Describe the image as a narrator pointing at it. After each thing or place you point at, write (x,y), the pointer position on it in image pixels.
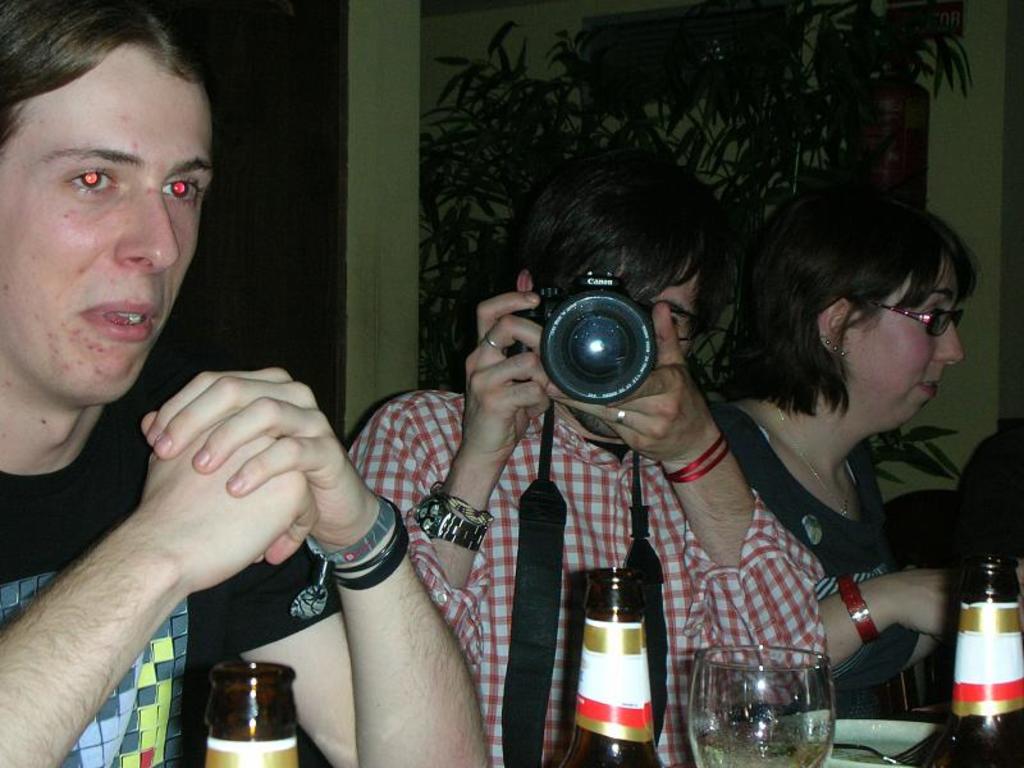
On the background (567,63) we can see wall (243,144), plant (731,109). Here we can see one person (698,306) holding camera (543,327) in hands (527,372) and taking a snap. Aside to this person (596,423) we can see a man (143,297) and a women (929,350) sitting on chairs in front of a table (918,756) and on the table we can see bottles (1017,658) and glass (784,683).
